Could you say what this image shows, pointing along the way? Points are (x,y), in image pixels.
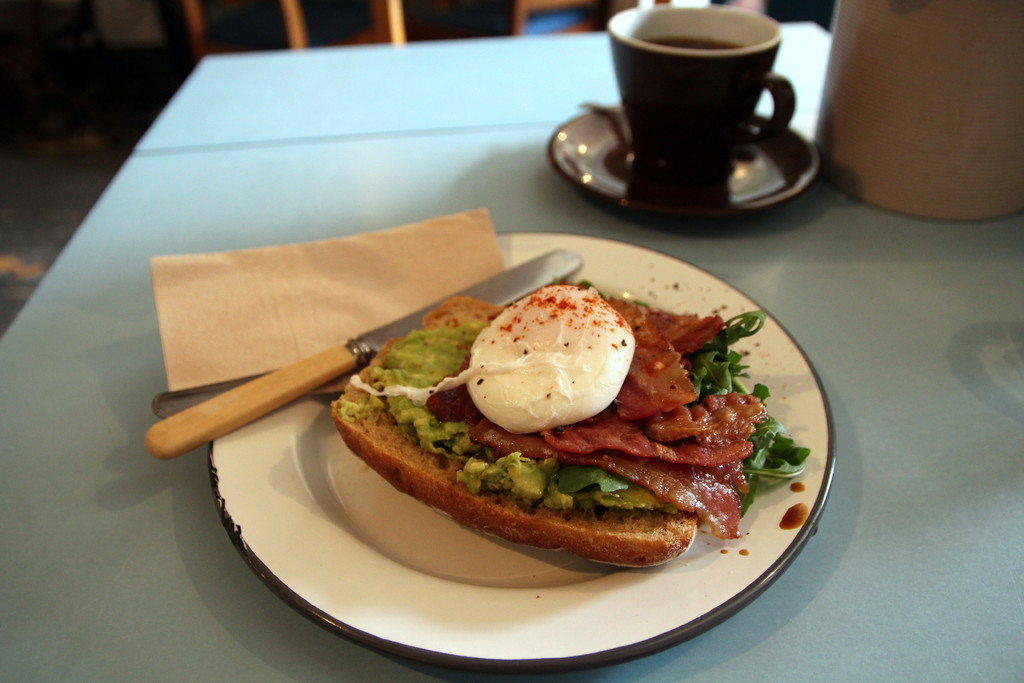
In this image in the middle (654,229) there is a table (134,409) on that there is a plate (525,554), cup (693,148) and saucer (684,210) and some food items (568,437).
